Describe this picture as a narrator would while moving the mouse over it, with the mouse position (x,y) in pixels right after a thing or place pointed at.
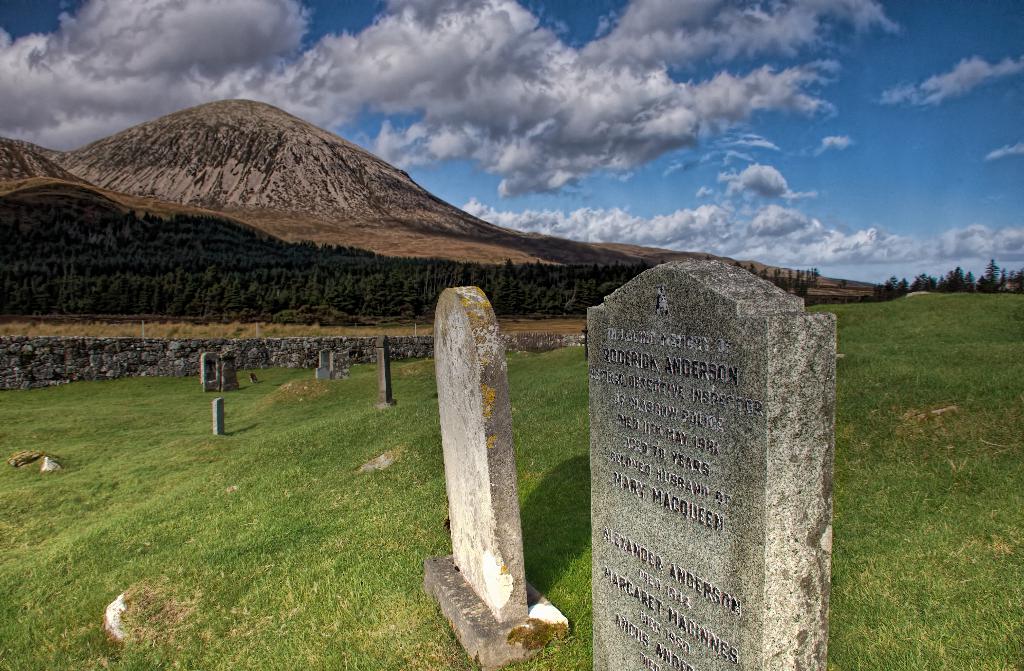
In this image there are cemeteries (743,571) on the grassland (279,557). Left side (53,363) there is a wall (175,364). There are trees (230,273) on the grassland (272,498). Background (227,165) there are hills (257,154). Top of the image (471,106) there is sky (599,88), having clouds (599,88).
